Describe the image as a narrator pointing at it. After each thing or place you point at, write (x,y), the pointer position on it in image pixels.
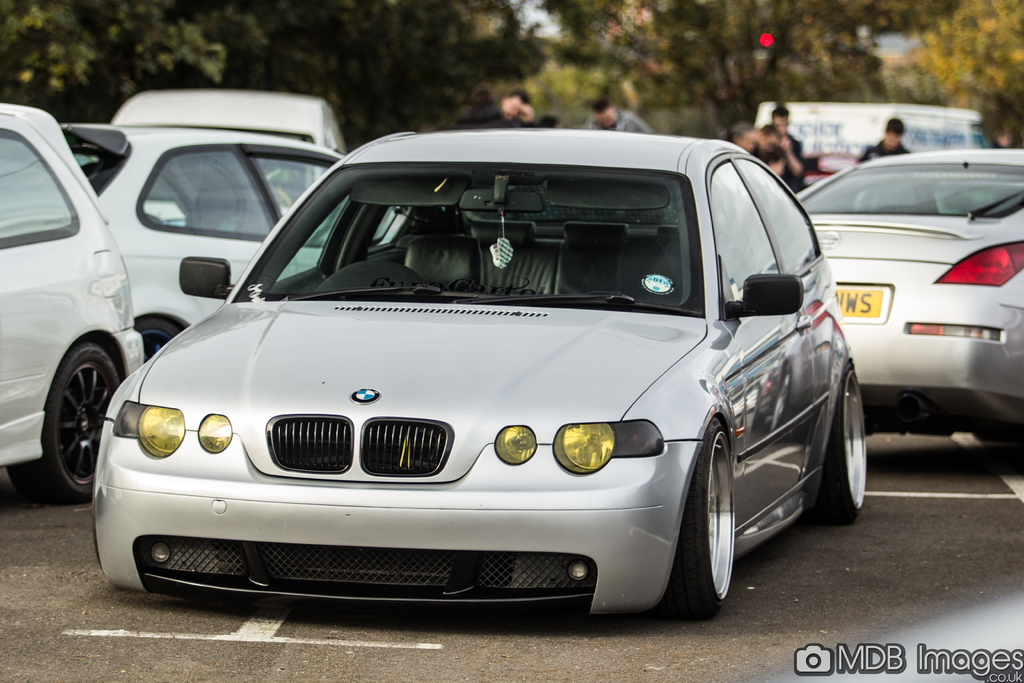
In this picture we can see cars (300,553) and some persons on the road (600,633) and in the background (739,37) we can see trees (563,65).
